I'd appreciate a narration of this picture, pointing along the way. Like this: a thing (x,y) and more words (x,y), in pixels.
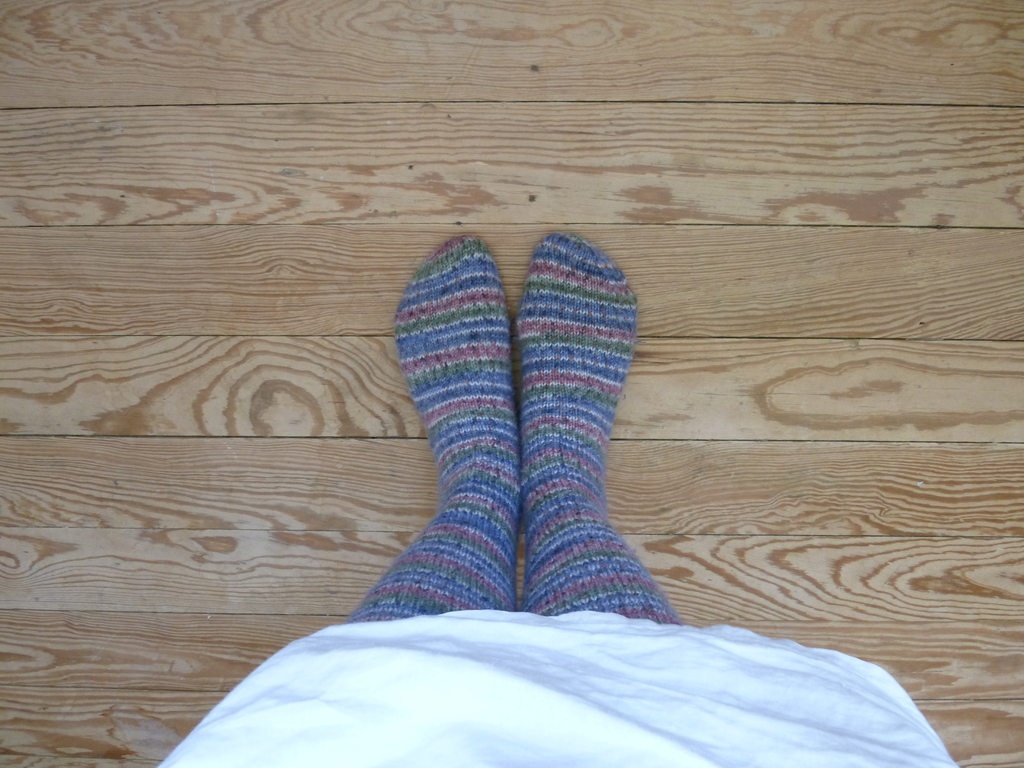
In this picture we can see a person (839,746) wore socks (618,357) and kept legs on a wooden platform (259,385).
